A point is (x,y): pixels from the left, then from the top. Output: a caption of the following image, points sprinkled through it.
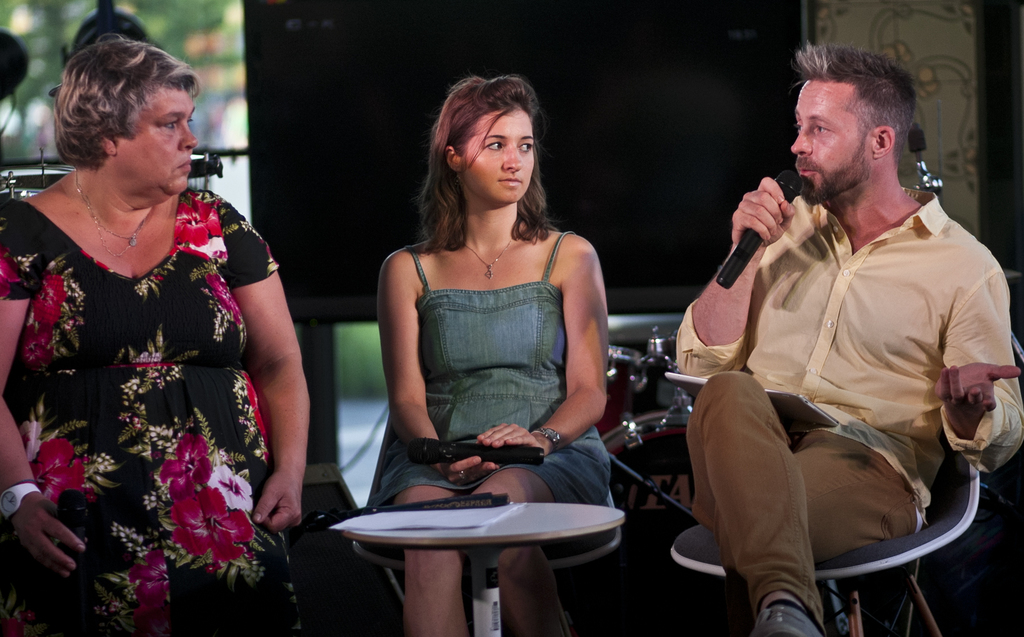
This 3 persons (796,337) are sitting on a chair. This woman (483,440) and this man (820,277) are holding a mic (499,455). This man (848,412) is talking in a mic (786,194) and holds an iPad (796,407). In-front of this woman (515,379) there is a table (510,538), on a table (528,523) there are papers (484,522).
